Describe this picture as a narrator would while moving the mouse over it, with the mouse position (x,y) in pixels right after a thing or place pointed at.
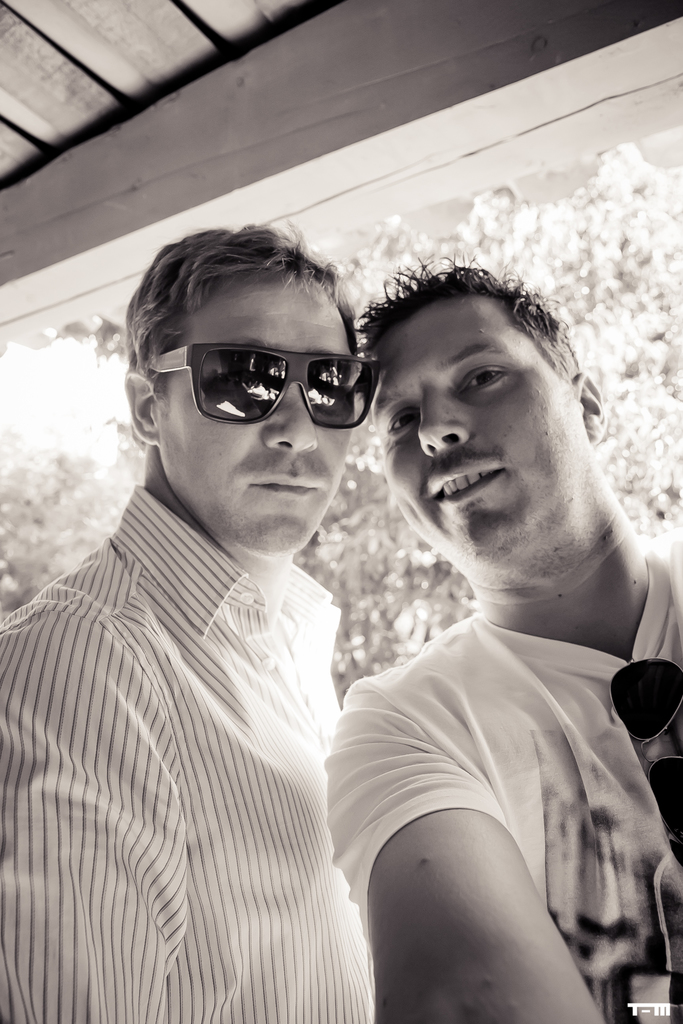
In this picture we can see two men (539,749) in the front (435,754), a man (208,709) on the left side (196,703) wore goggles (232,387), in the background (595,282) we can see trees (476,250), there is some text (651,1005) at the right bottom (641,1004).
